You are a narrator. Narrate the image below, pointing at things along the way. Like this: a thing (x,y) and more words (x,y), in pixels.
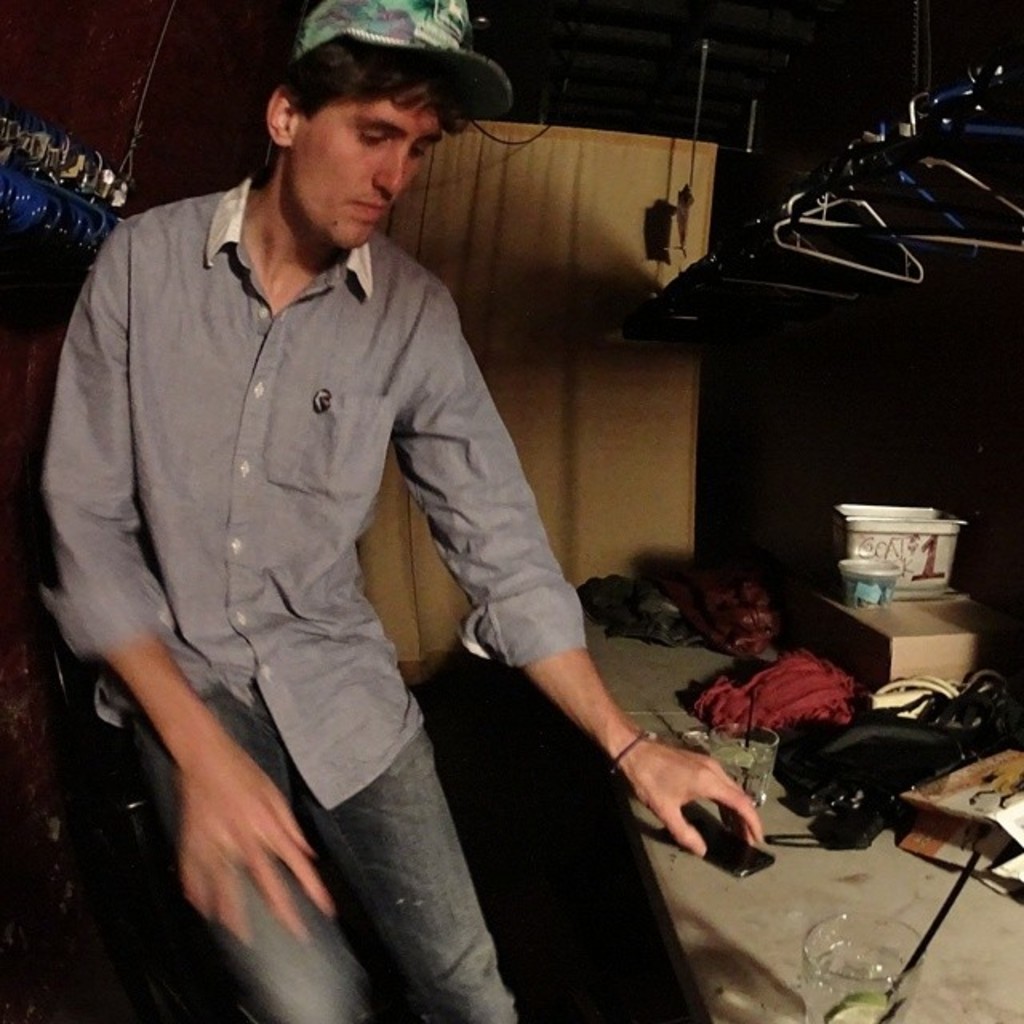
In the center of the picture (403,471) there is a person (346,306) wearing cap (388,22) and holding mobile (713,832). On the right (689,858) there is a table (702,654), on the table (845,854) there are cables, box (934,656), hanger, cover (808,762), cloth (819,697), glass (855,965) and other objects (884,760). In the background (567,222) there is a wooden object (504,300). On the left (4,139) there is an object (76,184).
